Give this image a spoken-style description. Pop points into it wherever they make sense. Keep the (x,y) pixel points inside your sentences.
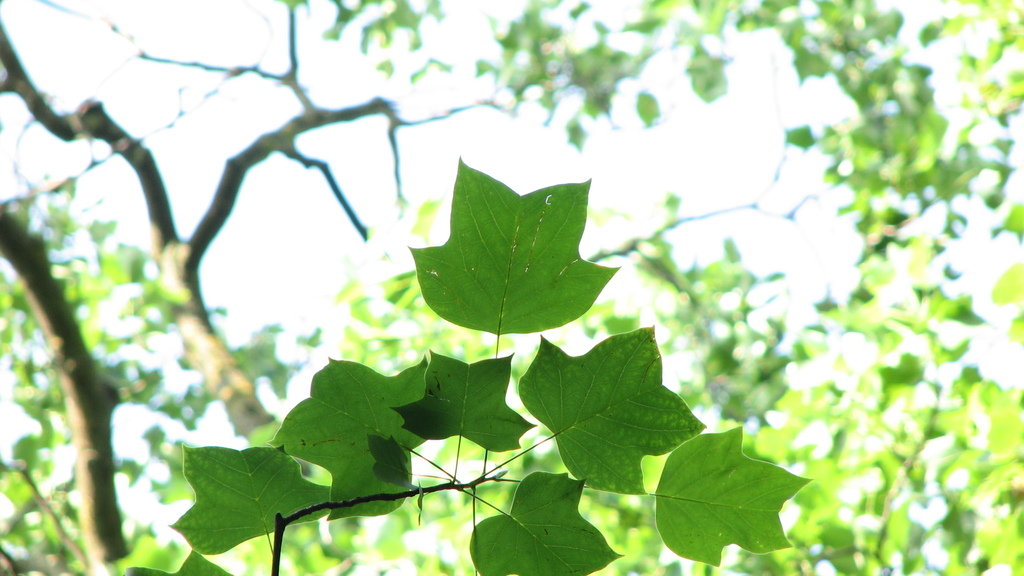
In the down side these are the leaves (226,487) of a plant (456,384) and here it is a tree (30,237) in the back side of an image (611,80).
